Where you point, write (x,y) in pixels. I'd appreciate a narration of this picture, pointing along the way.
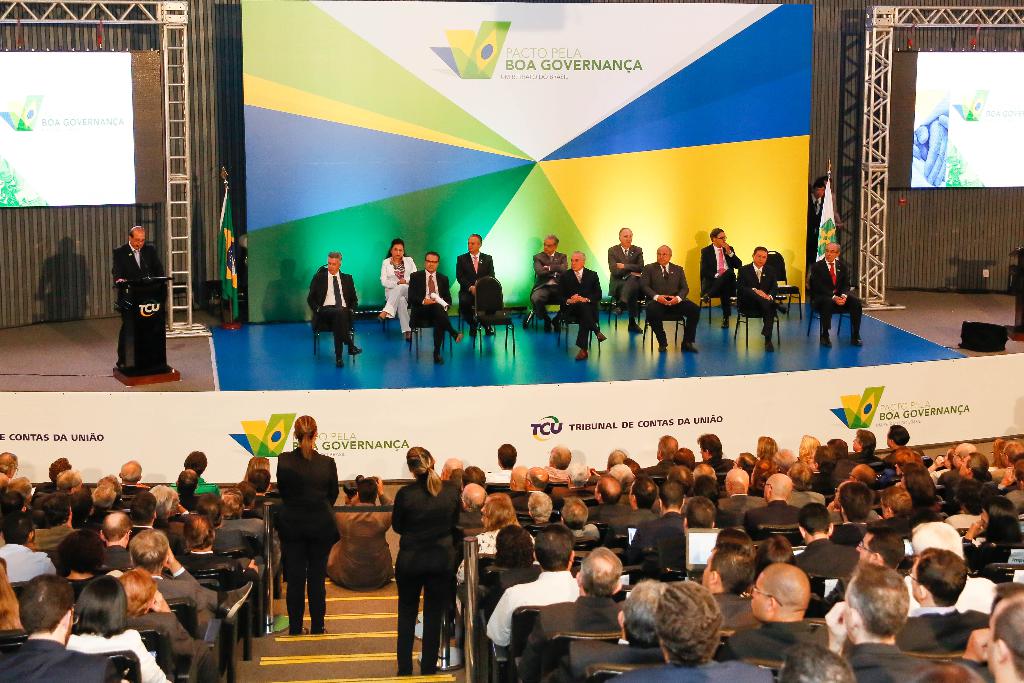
In the picture I can see people (434,587), among them some are standing and others are sitting on chairs (516,653). I can also see a podium (156,355) on the stage (176,348), projector screens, boards (652,261) which has something written on them and some other things (472,565).
